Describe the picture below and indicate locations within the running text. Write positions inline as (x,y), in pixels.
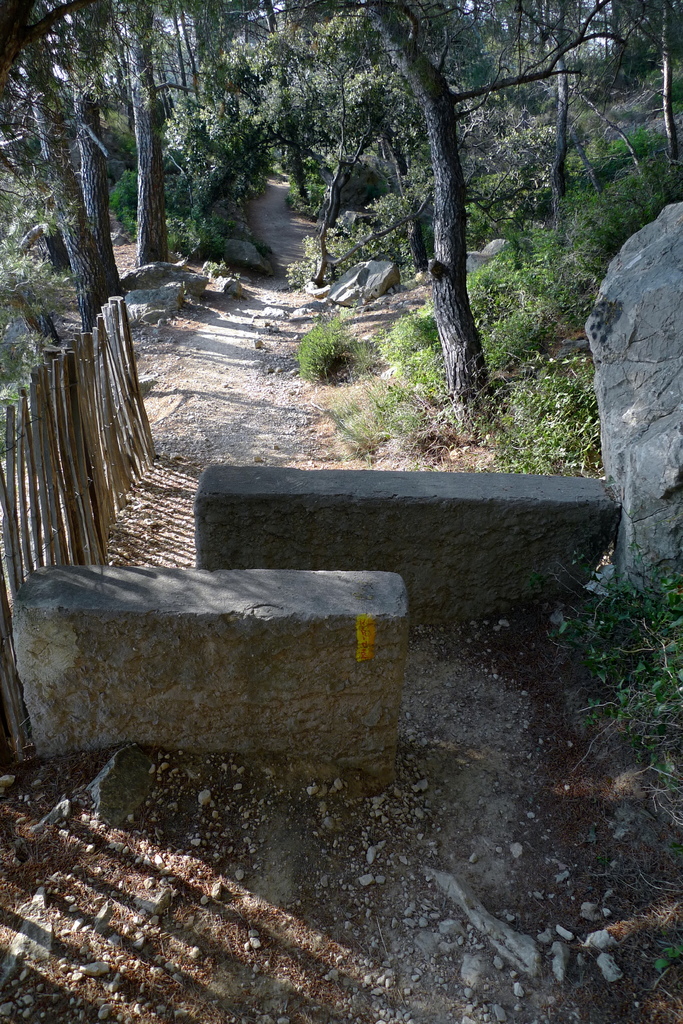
In the foreground of the picture (458,479) there are stones (405,574), plants (633,711), railing (14,509) and soil (278,395). In the background (189,158) there are trees (15,168), stones (199,283), shrubs (302,359) and plants (237,199).
